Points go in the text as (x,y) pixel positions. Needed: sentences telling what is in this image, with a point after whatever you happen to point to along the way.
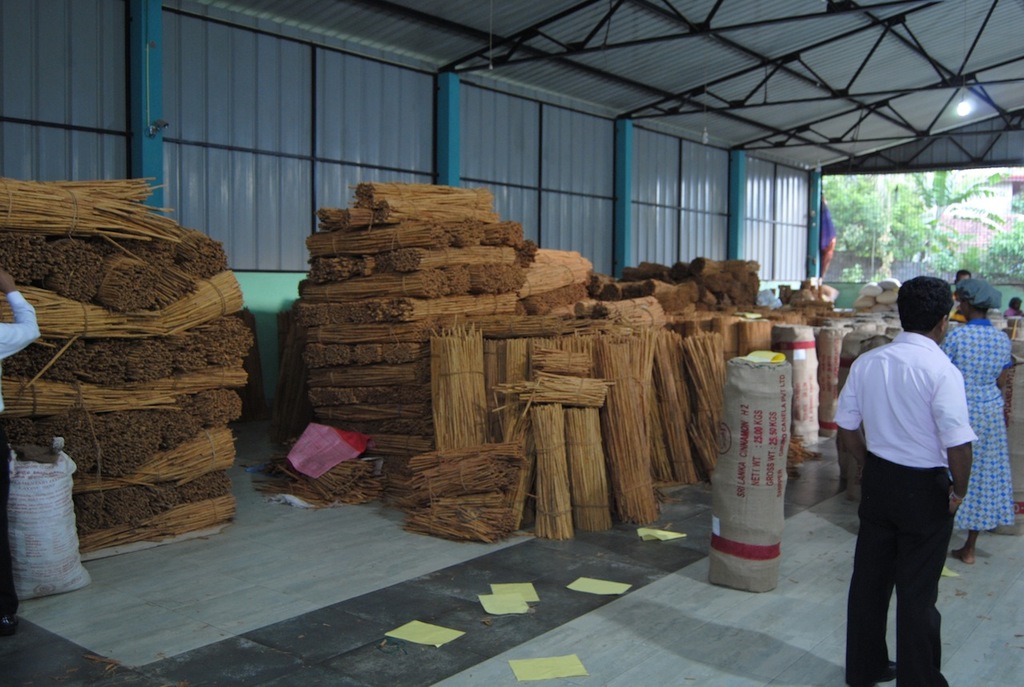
In this image we can see a shed (969,101). There is a house (963,233) in the image. There are many plants (934,241) in the image. There are bundles of sticks (522,370) in the image. There are few papers (430,627) on the ground (596,611). There are few people (975,389) at the right side of the image (980,365). There is a person (14,346) at the left side of the image (28,321).
